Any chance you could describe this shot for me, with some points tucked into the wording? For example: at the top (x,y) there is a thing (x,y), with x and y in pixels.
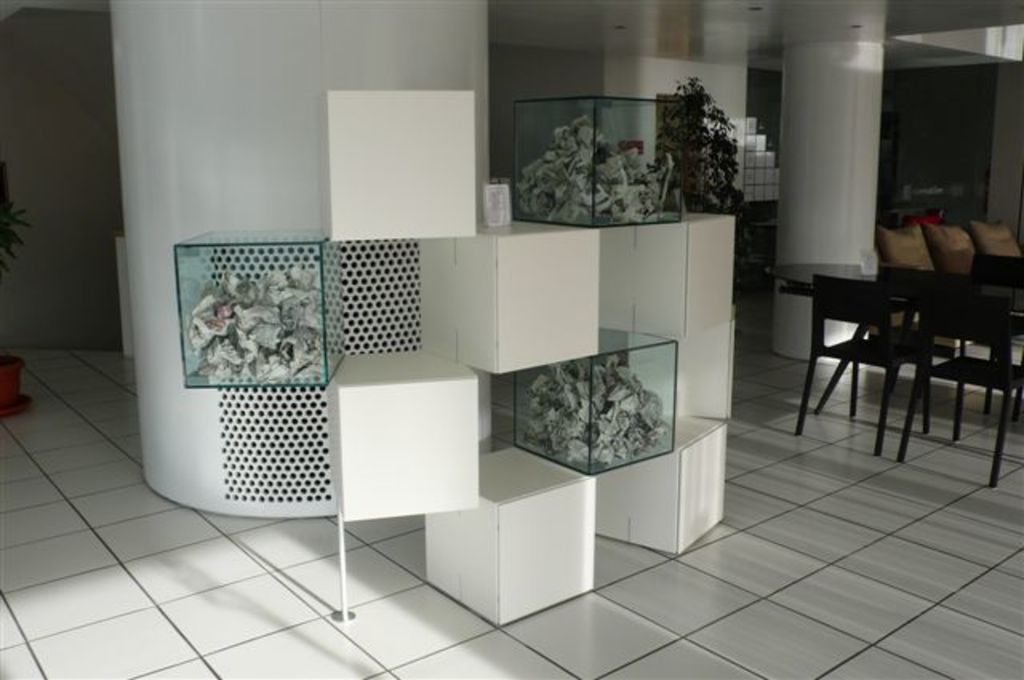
In this picture we can see the pillars (863,115), glass objects (676,211), floor (54,376), chairs (1005,360), tables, plants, pot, few objects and the floor (783,596).
